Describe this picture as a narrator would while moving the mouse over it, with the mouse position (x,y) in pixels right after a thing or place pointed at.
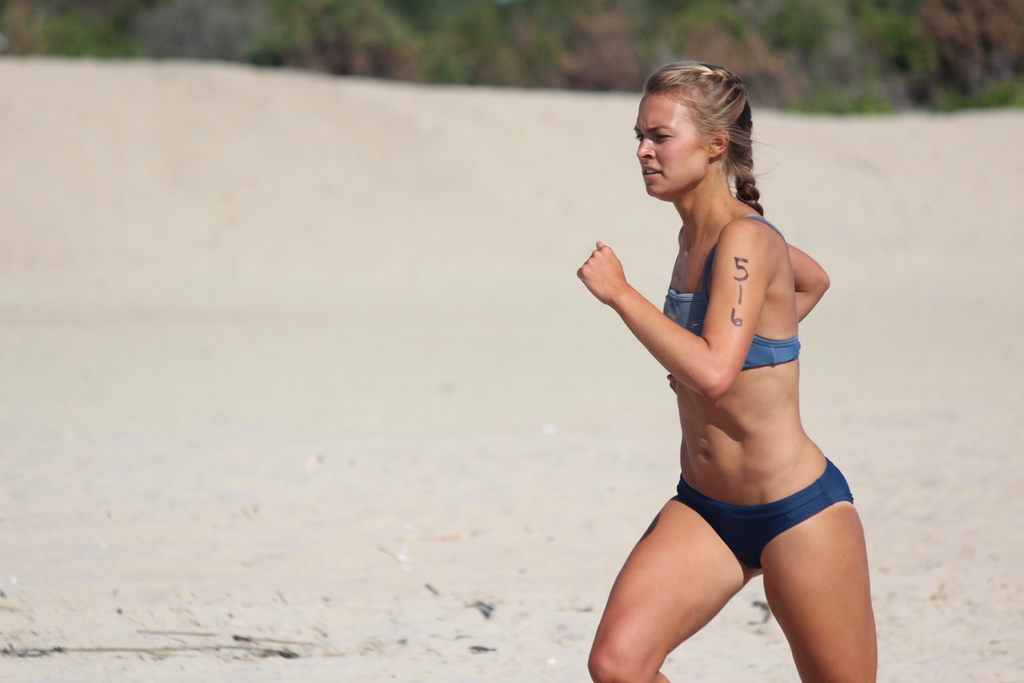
There is a woman (633,298) running in the image. At the bottom of the image (268,606) there is sand (248,550). In the background of the image (474,76) there are trees (885,84).
